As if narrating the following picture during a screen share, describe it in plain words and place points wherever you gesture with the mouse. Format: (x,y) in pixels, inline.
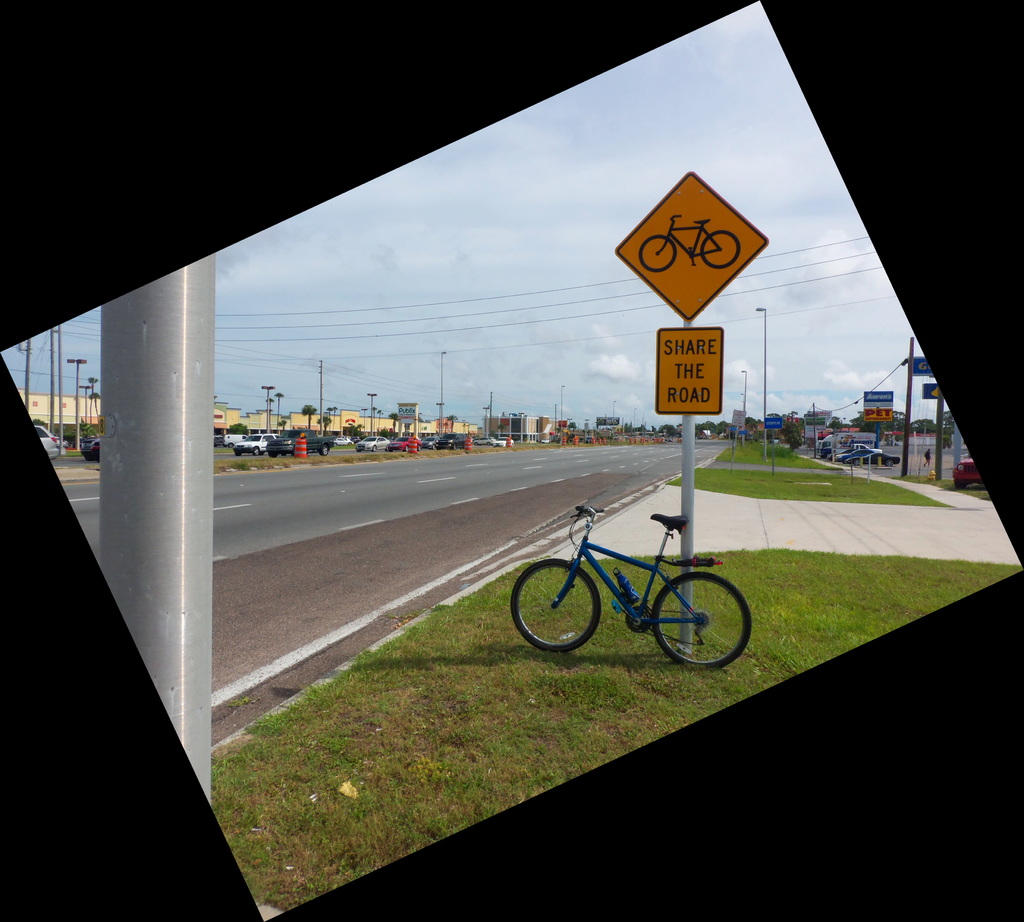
In this image we can see bicycle (698,616) parked on the ground (617,644), sign boards (693,289) with some text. In the background (237,446), we can see group of vehicles (277,443) parked on the ground (232,463), poles (151,439), group of trees (714,431) and the sky (598,260).
